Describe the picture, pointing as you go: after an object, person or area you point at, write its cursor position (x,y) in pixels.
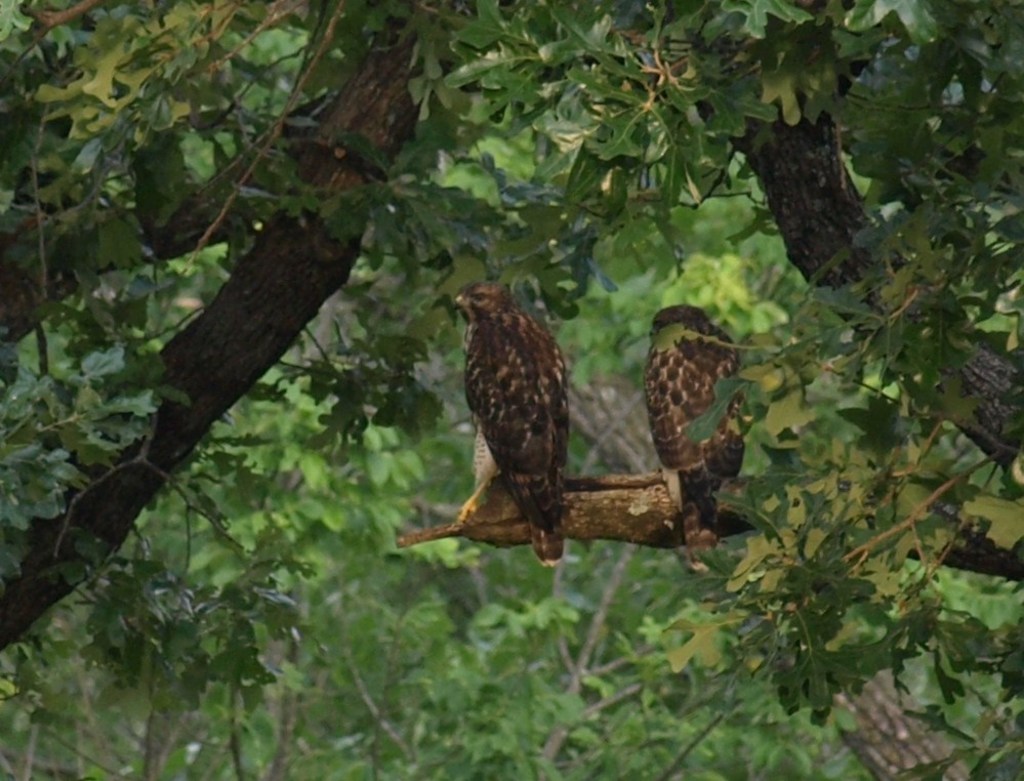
In this image we can see few trees (261,316) and two birds (708,378) on the branch (678,511) of a tree (621,507).
